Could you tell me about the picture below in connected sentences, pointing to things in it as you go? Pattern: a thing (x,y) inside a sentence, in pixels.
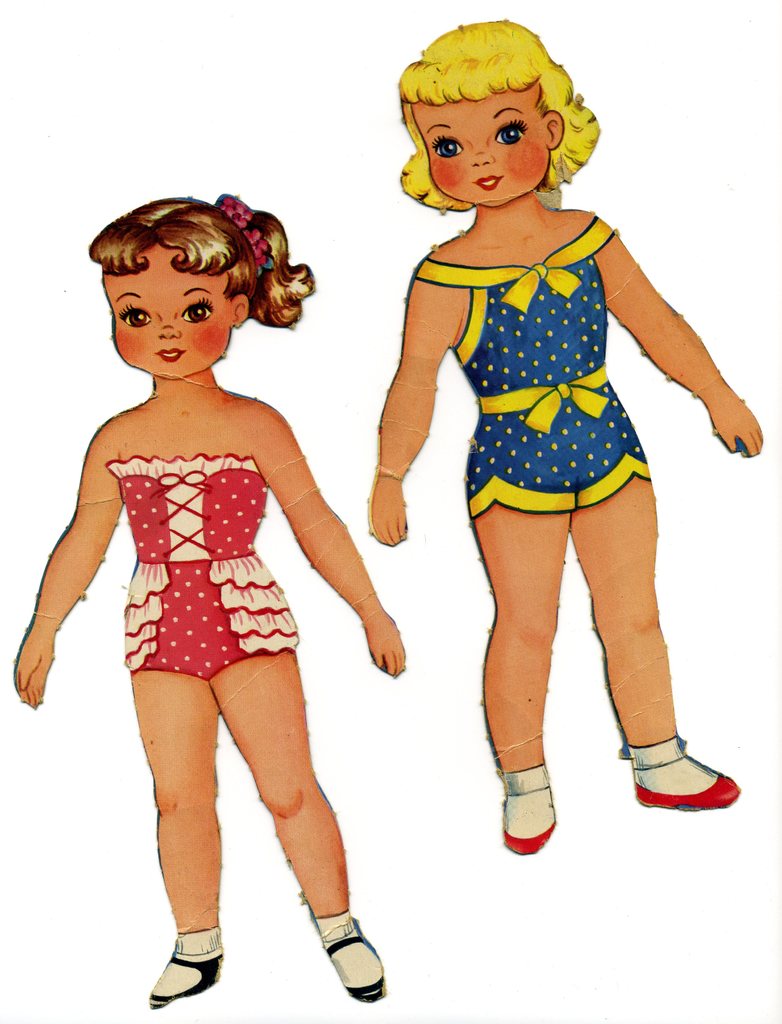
In this image, we can see two doll stickers (255,698) on the white surface (412,729).
